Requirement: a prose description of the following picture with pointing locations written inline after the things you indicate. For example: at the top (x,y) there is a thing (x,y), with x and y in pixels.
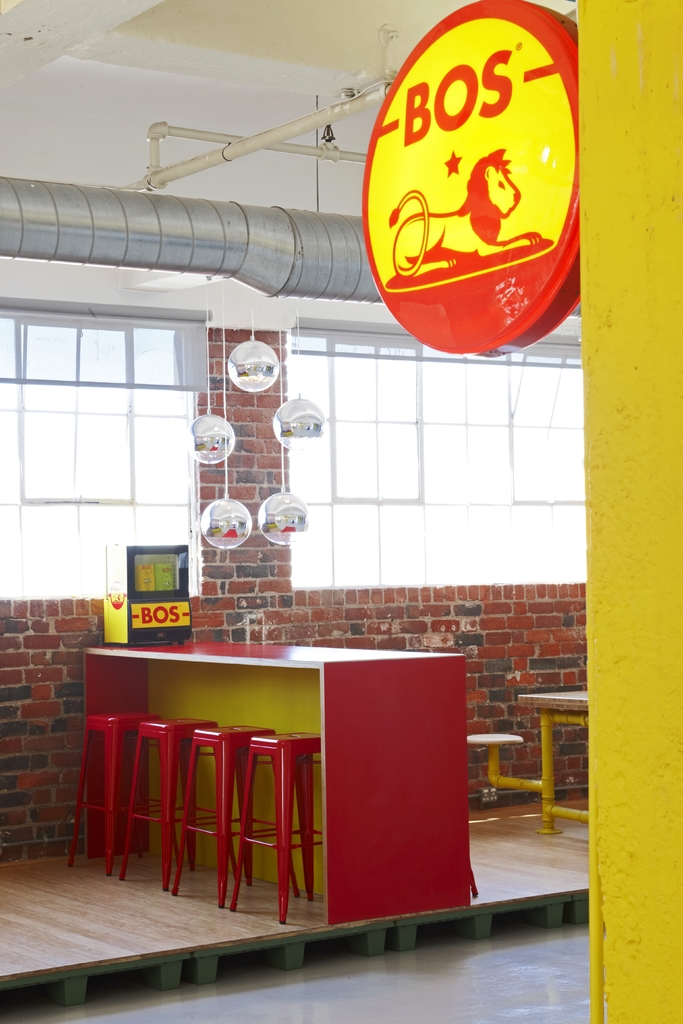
In this image I can see few stools (246,788), tables (326,736), board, windows (405,451), wall (526,660), pipes (287,147) and few objects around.
